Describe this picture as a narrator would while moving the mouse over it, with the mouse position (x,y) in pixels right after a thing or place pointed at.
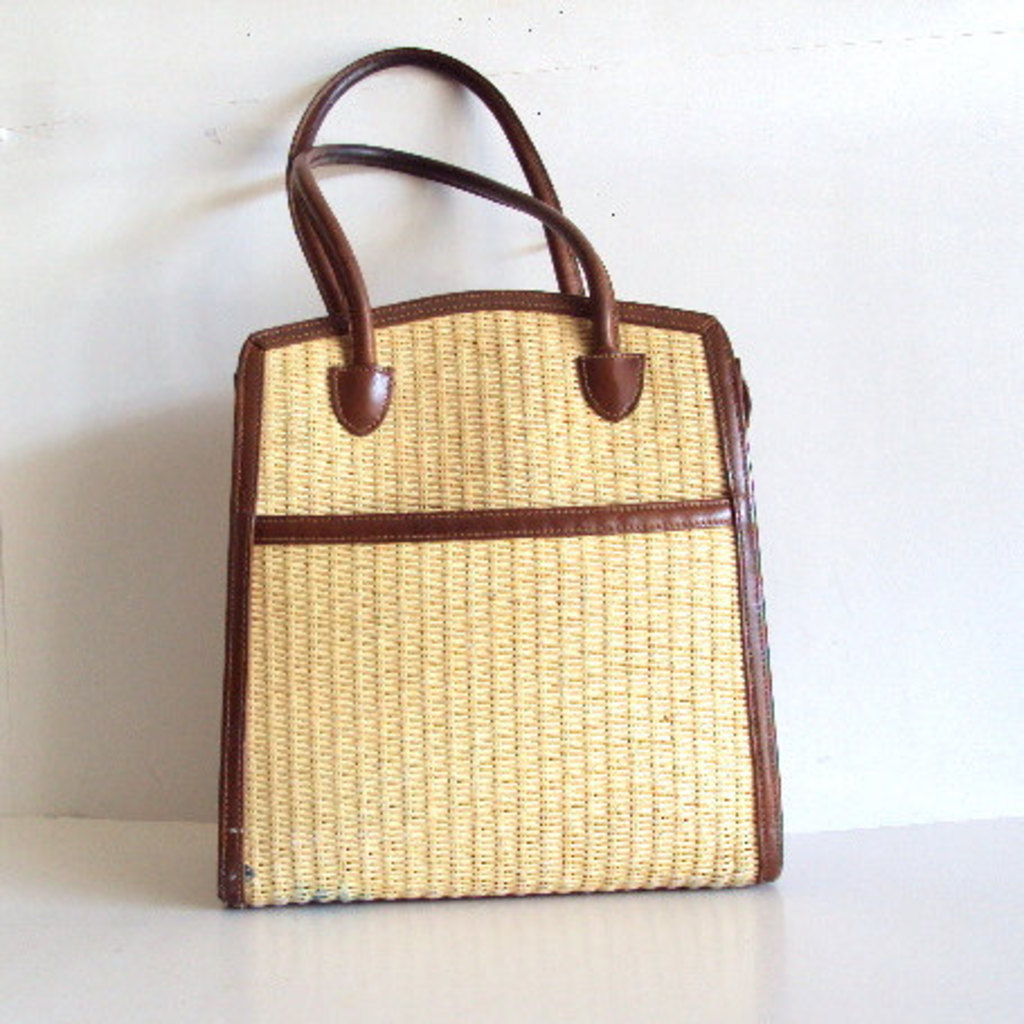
In this picture we can see a bag (473,635) with straps (572,278) and belts (290,520) in side way and this are placed on a floor (255,952) and in the background (747,235) we can see wall (804,325).
